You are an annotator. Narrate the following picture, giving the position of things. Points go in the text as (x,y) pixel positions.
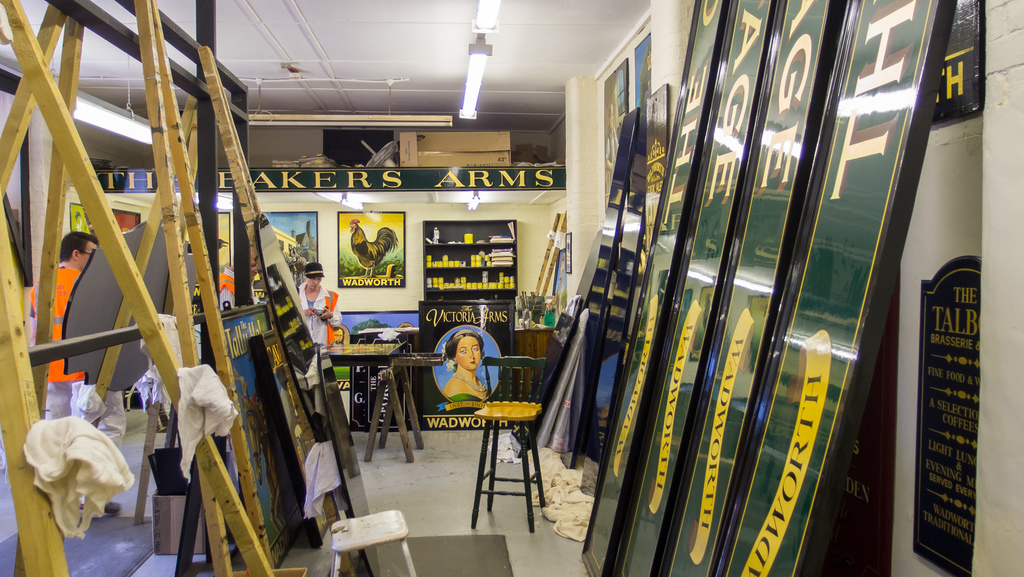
In this image we can see three persons (227,293) standing on the floor (400,443). One person (318,299) is wearing black. In the center of the image (505,385) we can see a chair (514,413) placed on the floor (481,524). To the left side of the image (180,418) we can see group of clothes (329,483) placed on wooden sticks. To the right side (726,261) we can see photo frames (820,339). In the background (348,280), we can see a sign board (543,176) with text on it a cupboard (512,272) with several items (496,285), lights (468,97) and a cardboard box (460,158).
